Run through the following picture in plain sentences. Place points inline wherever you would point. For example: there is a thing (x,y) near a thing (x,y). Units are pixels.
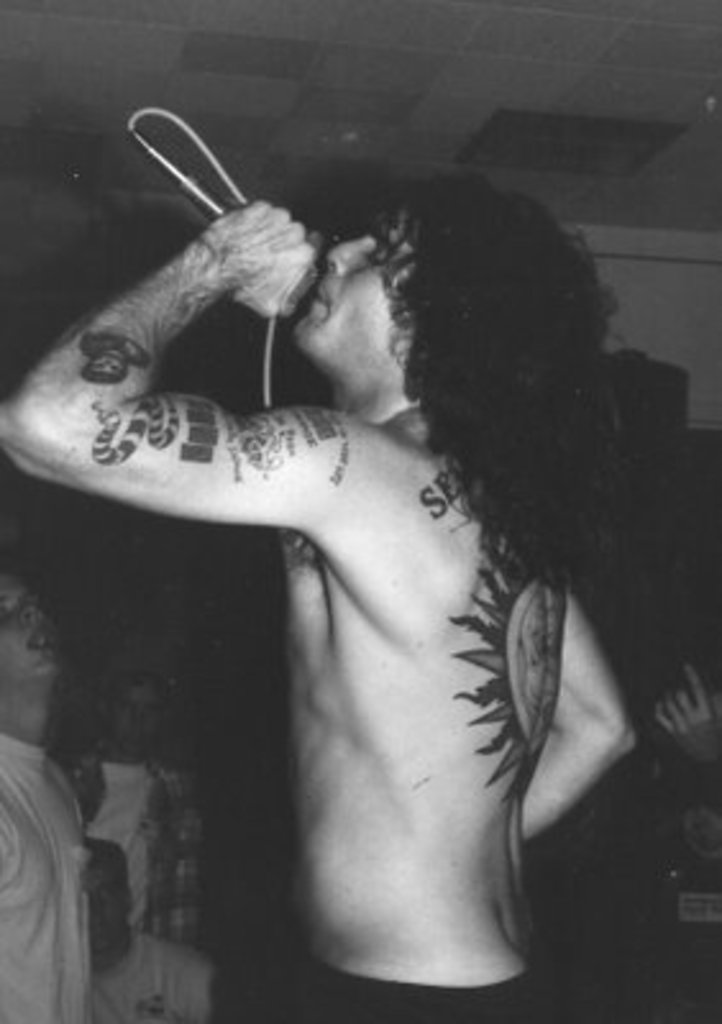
In this image I can see person (389,413) holding something. We can see tattoos (545,677) on his body (457,651). Back Side I can see wall (632,278) and few people (3,824). The image is in black and white.
